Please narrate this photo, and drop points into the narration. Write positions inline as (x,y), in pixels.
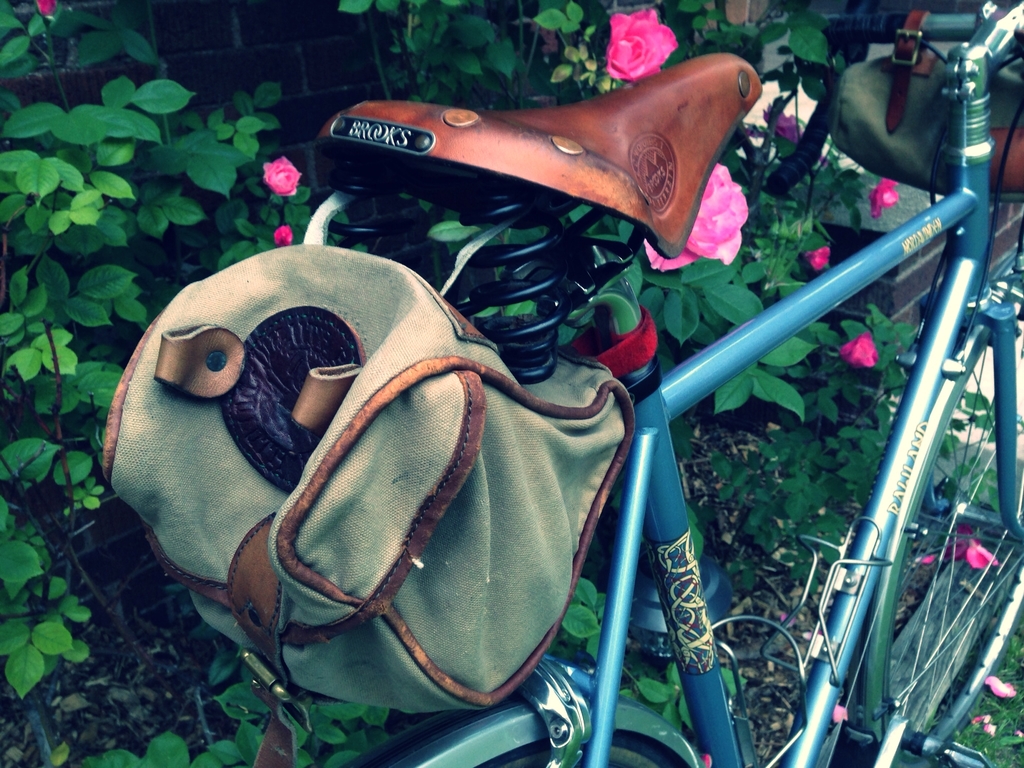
In this image we can see a bicycle (933,447) and there are bags (558,514) placed on the bicycle (741,370). In the background (96,117) there are trees (435,93) and we can see flowers (622,72).
